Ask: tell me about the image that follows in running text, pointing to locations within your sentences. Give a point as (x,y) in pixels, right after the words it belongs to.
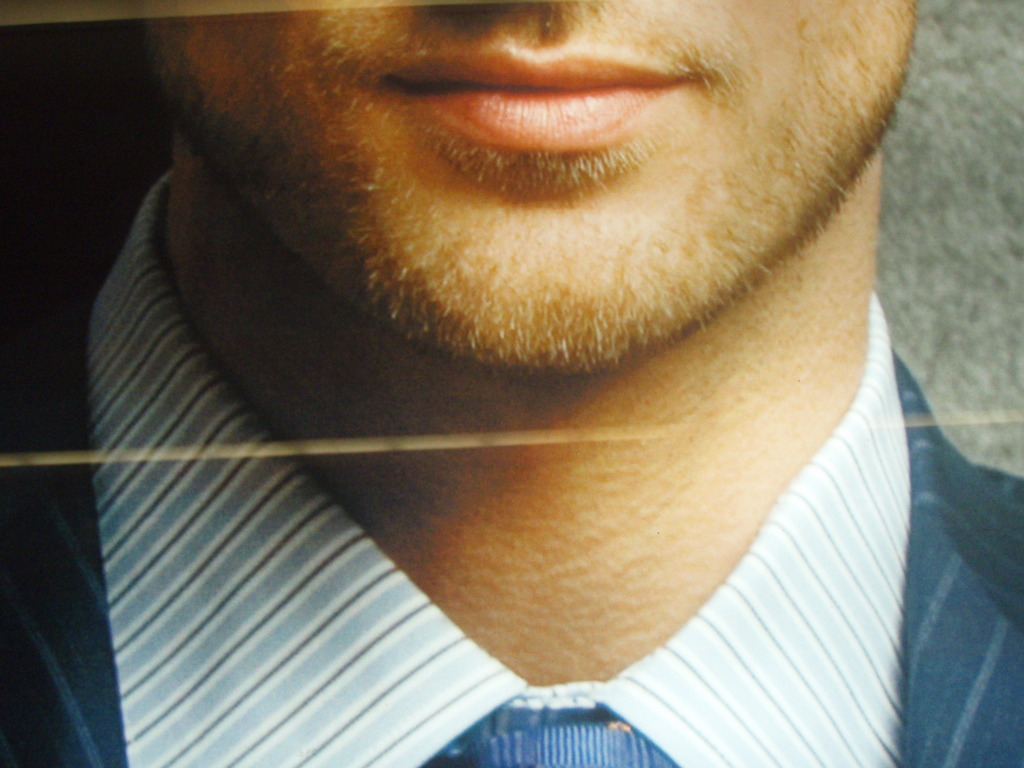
This image consists of a man (424,500) wearing a blue suit (939,602) along with a blue tie (532,742).
